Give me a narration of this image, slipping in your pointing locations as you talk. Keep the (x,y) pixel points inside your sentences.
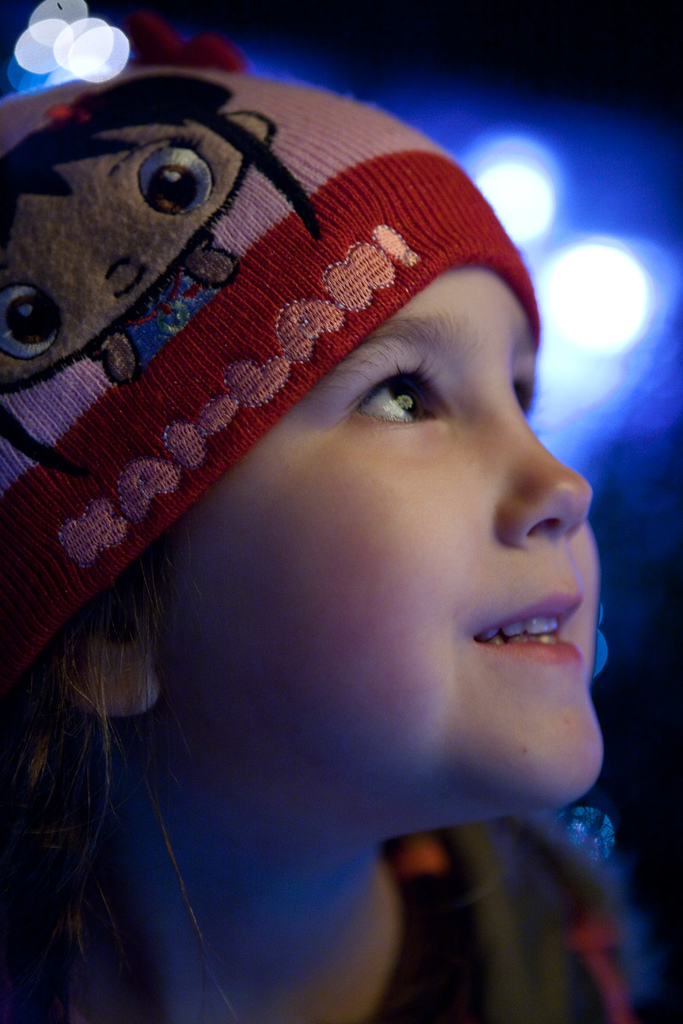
In this image we can see a girl (455,931) wearing a cap (374,271). In the background (656,424), we can see some lights (514,142).
